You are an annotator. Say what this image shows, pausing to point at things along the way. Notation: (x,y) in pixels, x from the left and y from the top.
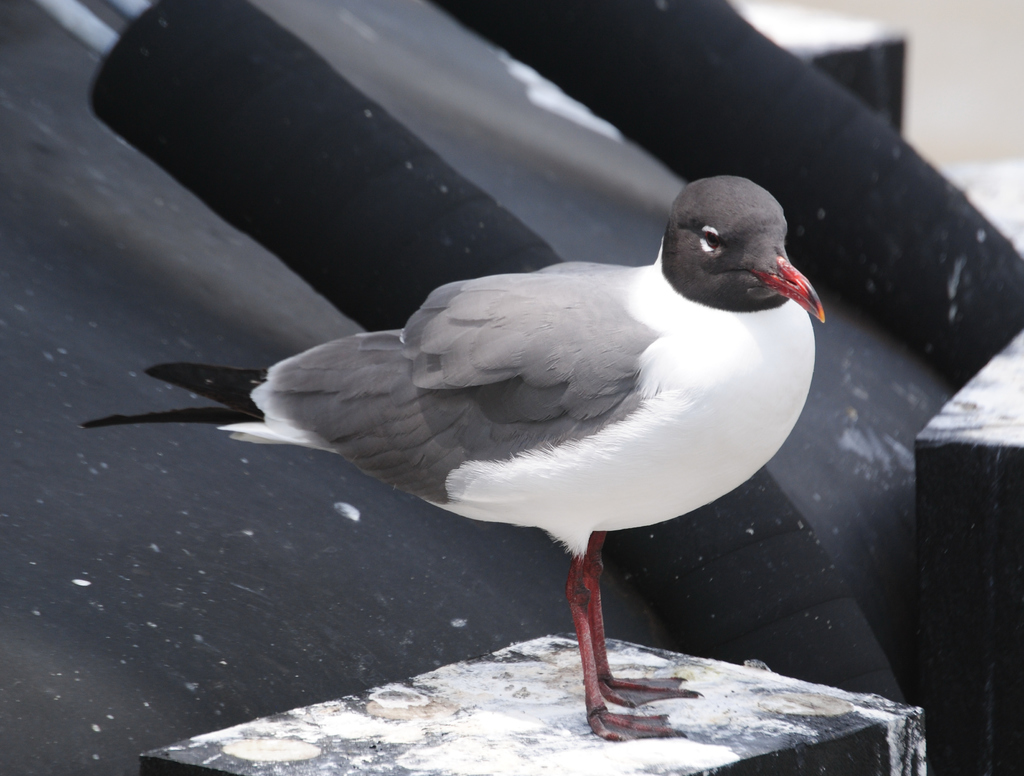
There is a white, gray and black color bird (646,319) with red beak (779,266) and legs (589,623). It is standing on a stand (538,645). In the back (406,127) it is black in color.
